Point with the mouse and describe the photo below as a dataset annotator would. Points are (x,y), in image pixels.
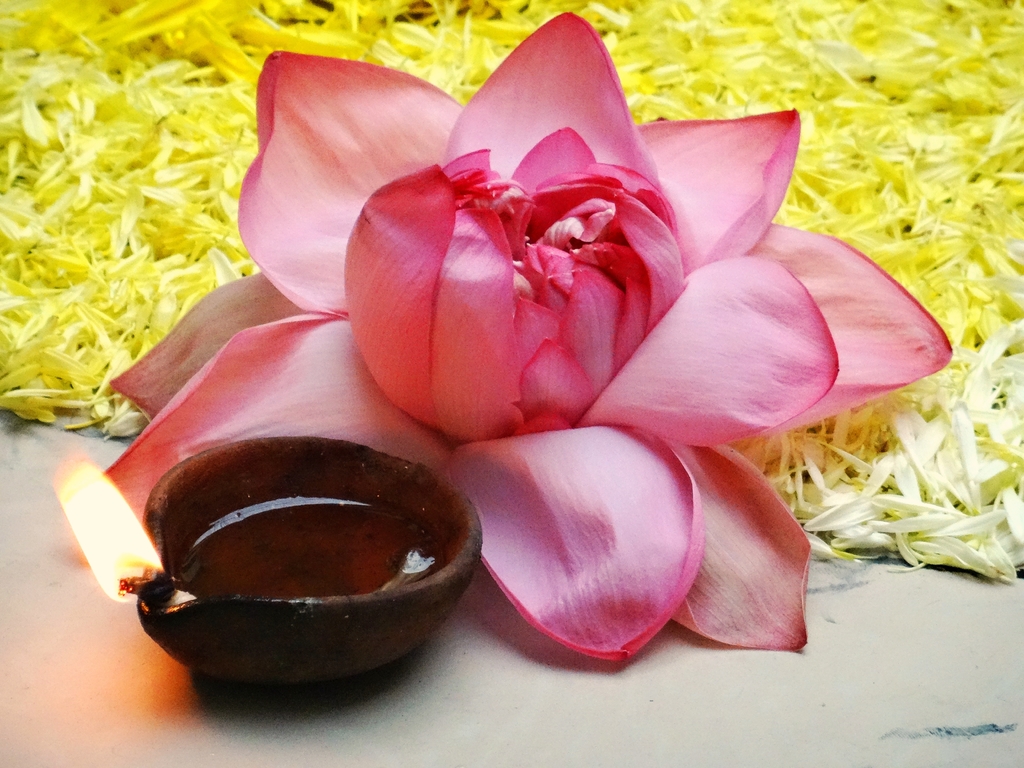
In this image I can see a diya (266,520) and on it I can see fire (154,563). Behind it I can see a flower (395,339) and number of yellow colour things (950,170).
